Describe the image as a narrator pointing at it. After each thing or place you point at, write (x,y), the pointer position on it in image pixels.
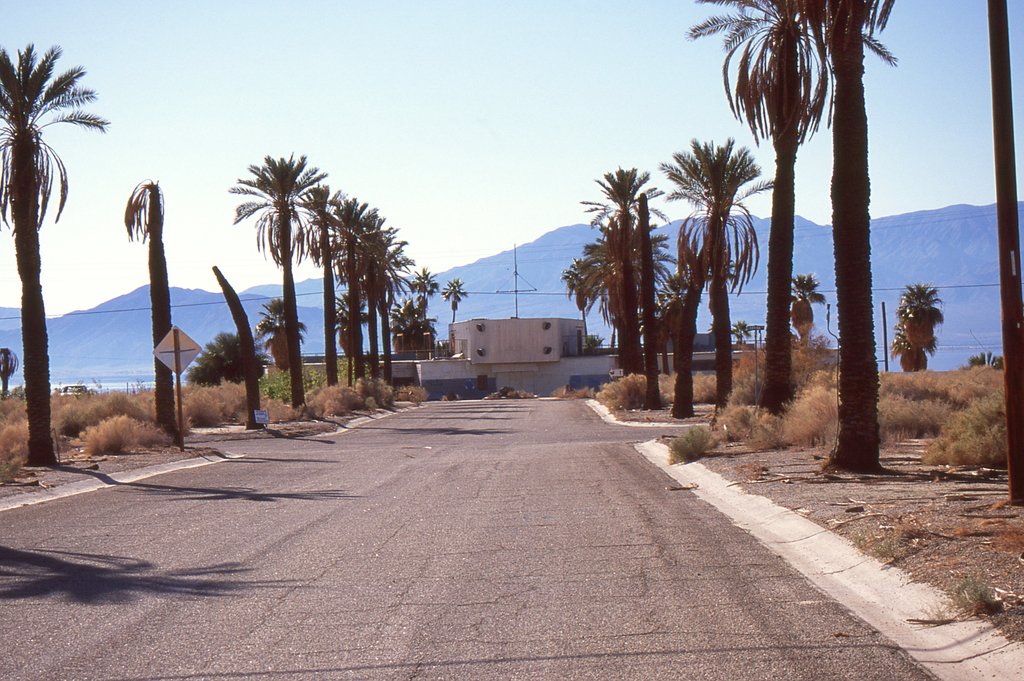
In this picture, we can see a road (371,550) and on the left (3,354) and right side of the road (448,473) there are trees (676,410) and plants (662,390). In front of the road (549,412) there is a house (505,379), poles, hills (488,310) and sky (460,100).
